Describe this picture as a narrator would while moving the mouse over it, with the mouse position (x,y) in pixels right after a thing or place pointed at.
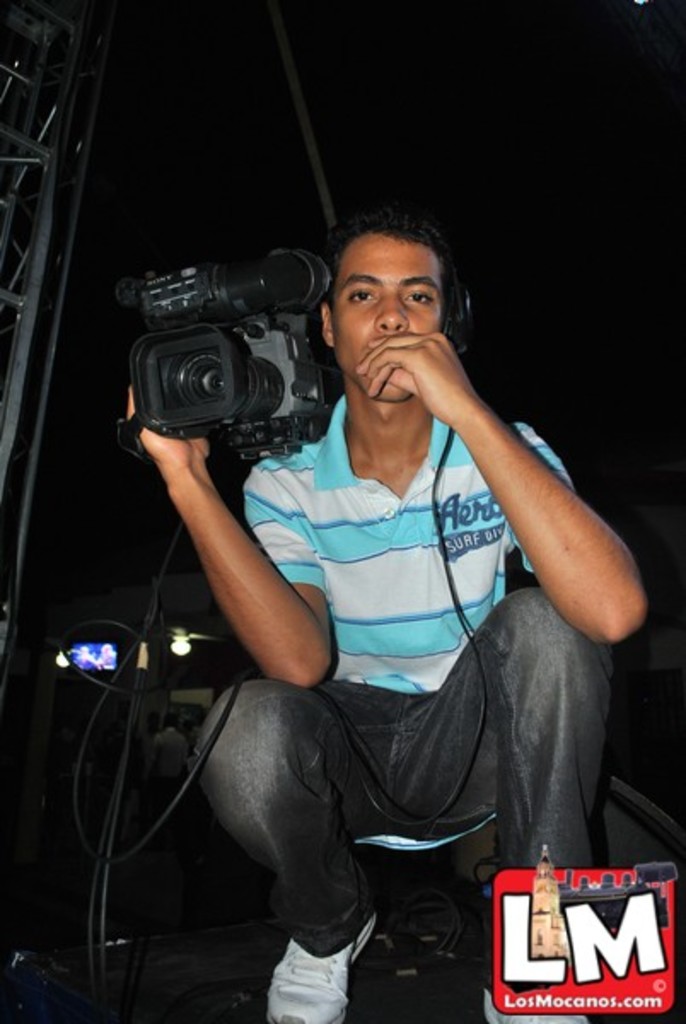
In this picture we can see a man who is holding a camera (214,292) with his hand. And this is light (176,643).
